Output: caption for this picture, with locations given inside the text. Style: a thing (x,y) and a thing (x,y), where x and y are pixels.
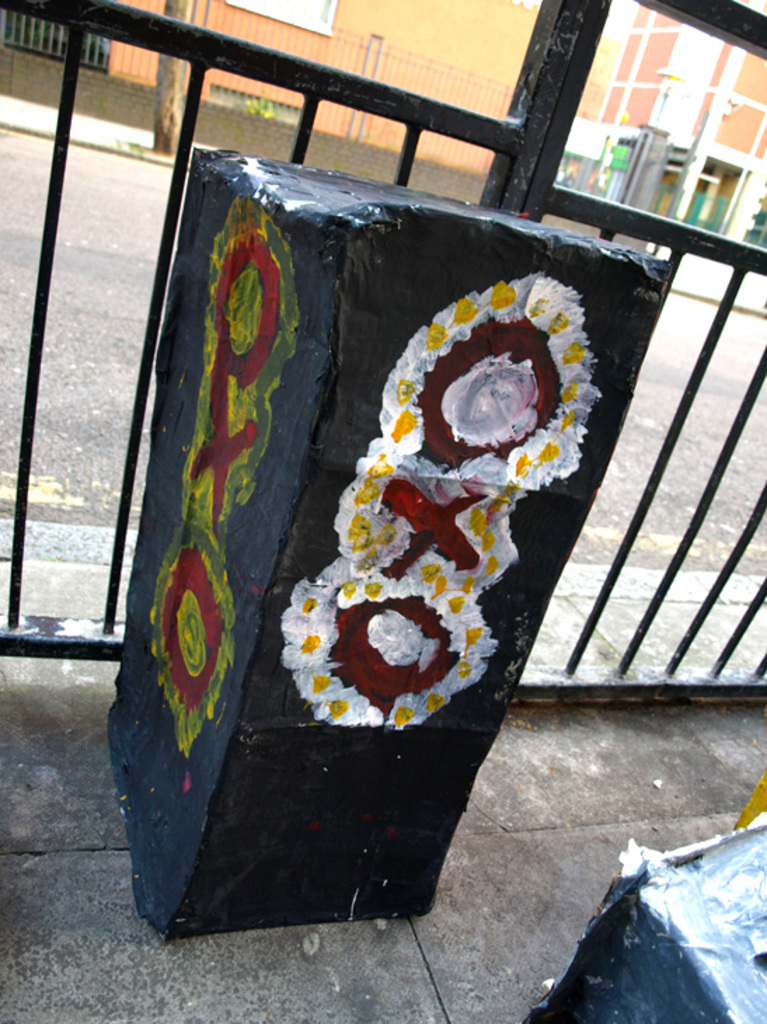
In this image we can see a black color object (410,494) with painting (384,565). We can also see the barrier (201,63) and behind the barrier (549,60) we can see the road (90,302), tree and buildings (518,74). At the bottom (371,986) there is path (459,919) and on the right (677,871) there is another object (697,927).
